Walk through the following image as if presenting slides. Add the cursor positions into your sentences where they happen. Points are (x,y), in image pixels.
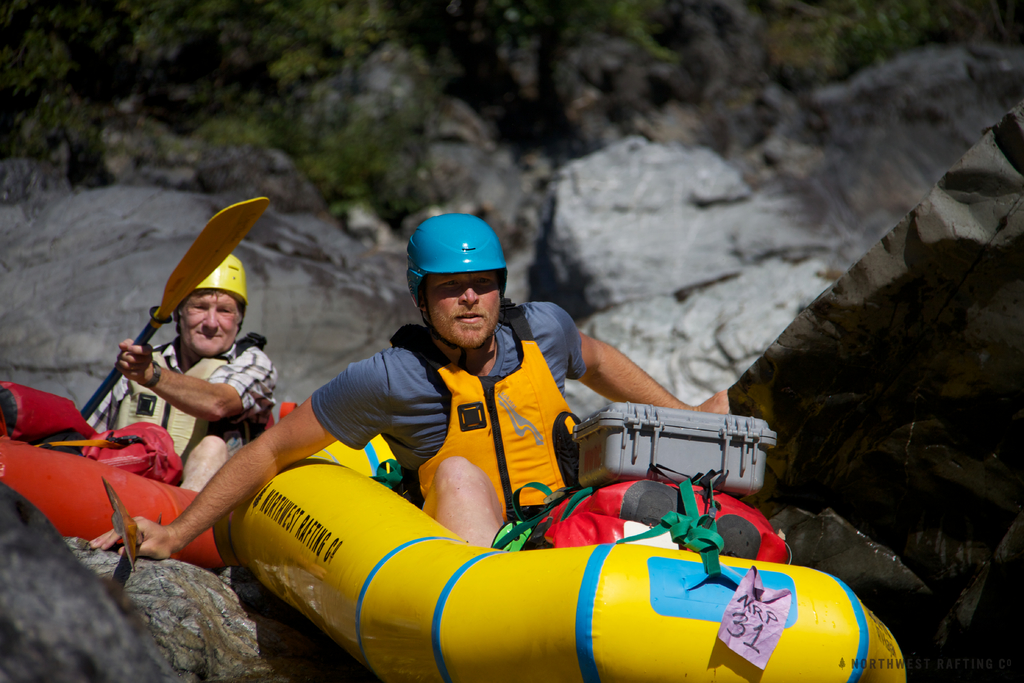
In this picture there are people (263,459) rafting in the boats (548,570), there are boxes (642,470) and backpacks (39,413). In the background (450,180) there are stones (785,219) and trees (260,41).
